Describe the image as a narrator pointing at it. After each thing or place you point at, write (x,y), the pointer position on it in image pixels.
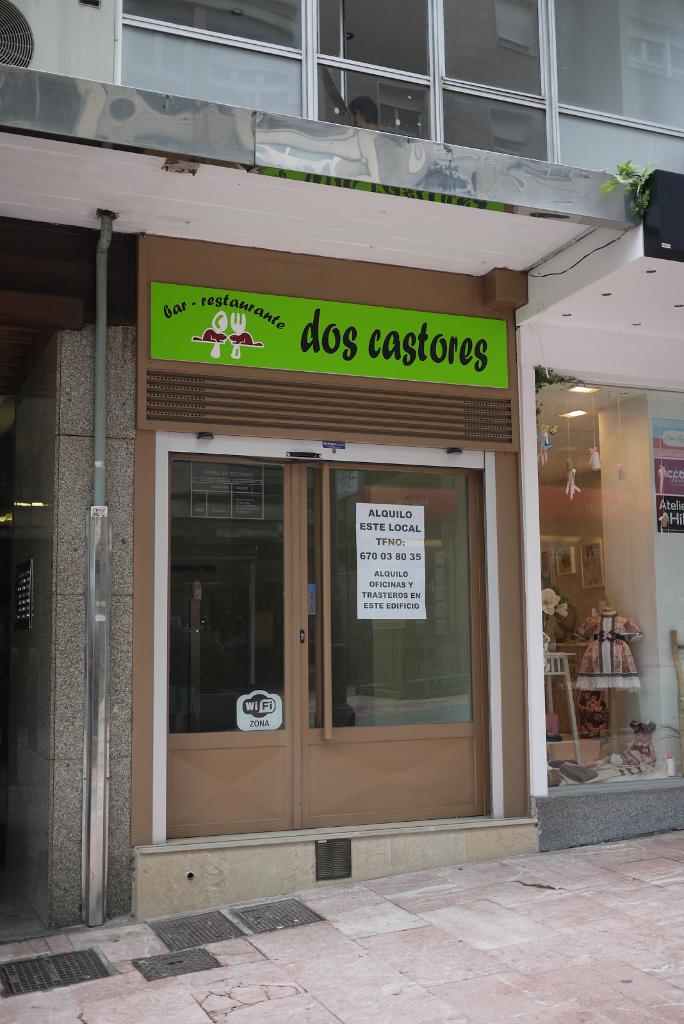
In this picture we can see the ground (402,988) and in the background (443,530) we can see a building (452,528) and some objects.
